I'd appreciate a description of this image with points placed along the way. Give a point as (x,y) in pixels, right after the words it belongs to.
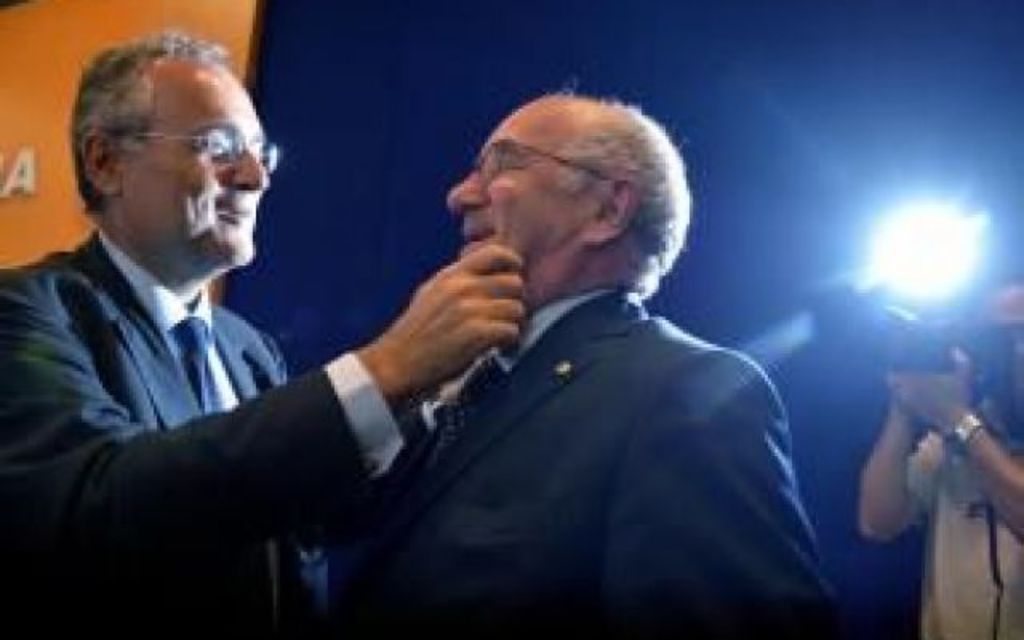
In the foreground of this image (390,434), there are two men (326,365) wearing suits (412,432). On the right (968,463), there is a man (965,535) holding camera (904,353). In the dark background (68,48), there is an orange color board (108,37) like an object (81,41) on the left (58,64).
